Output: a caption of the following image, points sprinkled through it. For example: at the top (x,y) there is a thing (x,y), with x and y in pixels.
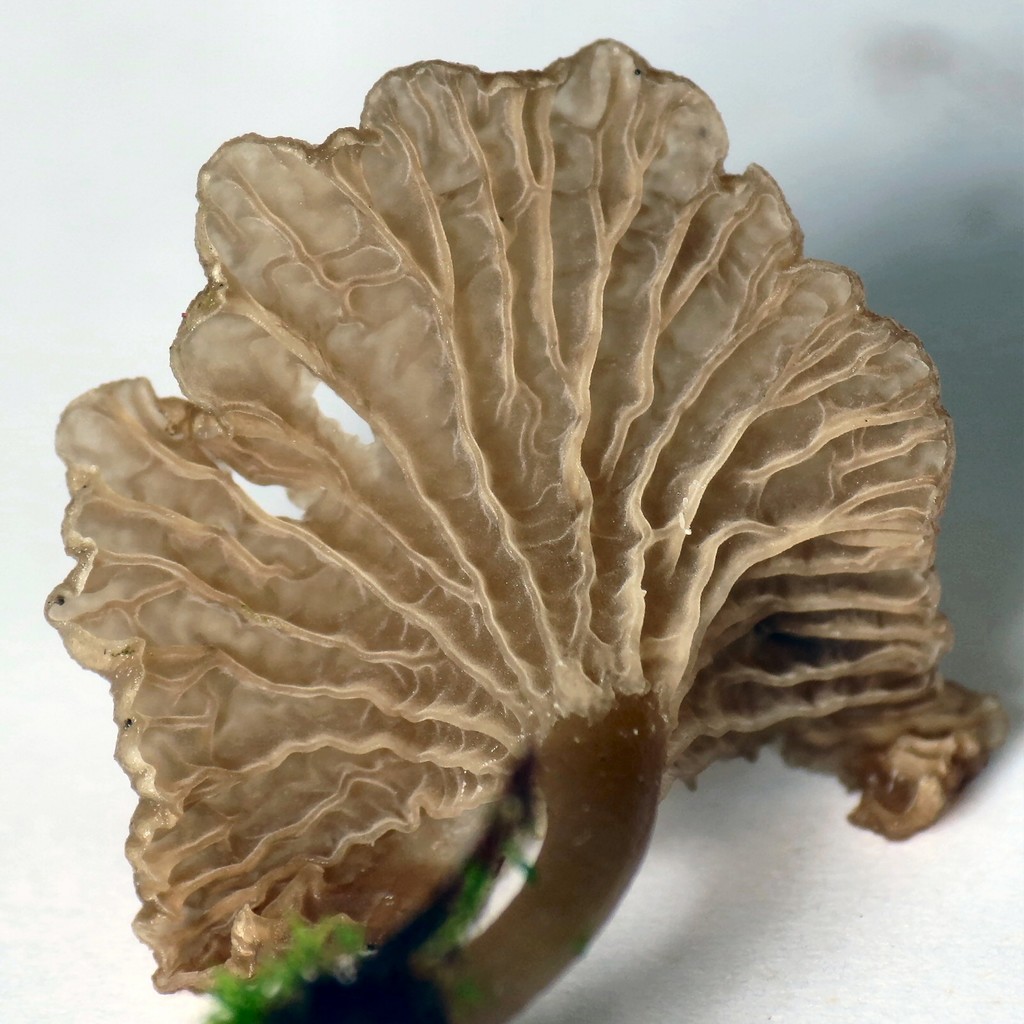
In this picture we can see a mushroom (432,530) on the table (755,926).
